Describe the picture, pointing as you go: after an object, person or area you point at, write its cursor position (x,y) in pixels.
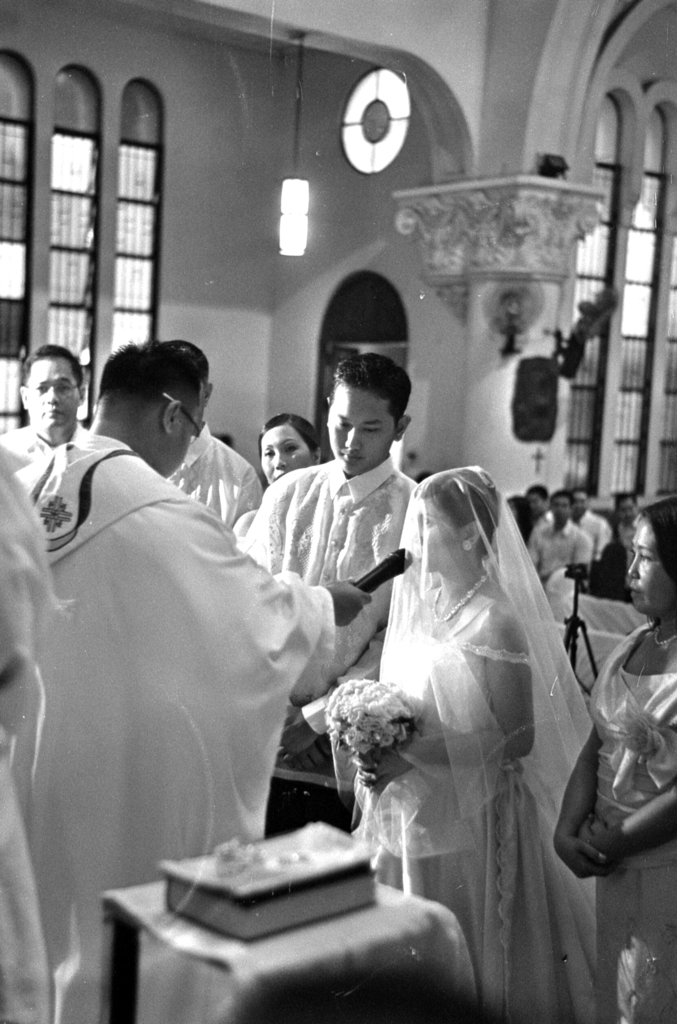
In this picture there is a couple (371,555) standing. One of them was a man (342,461) and the other was a woman (415,710). In front of them there is a person (100,669) standing, holding a mike (382,575) in his hand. We can observe a book (243,893) placed on the stool (158,926). In the background (328,229) there is a light (288,214) and a wall (208,314).
